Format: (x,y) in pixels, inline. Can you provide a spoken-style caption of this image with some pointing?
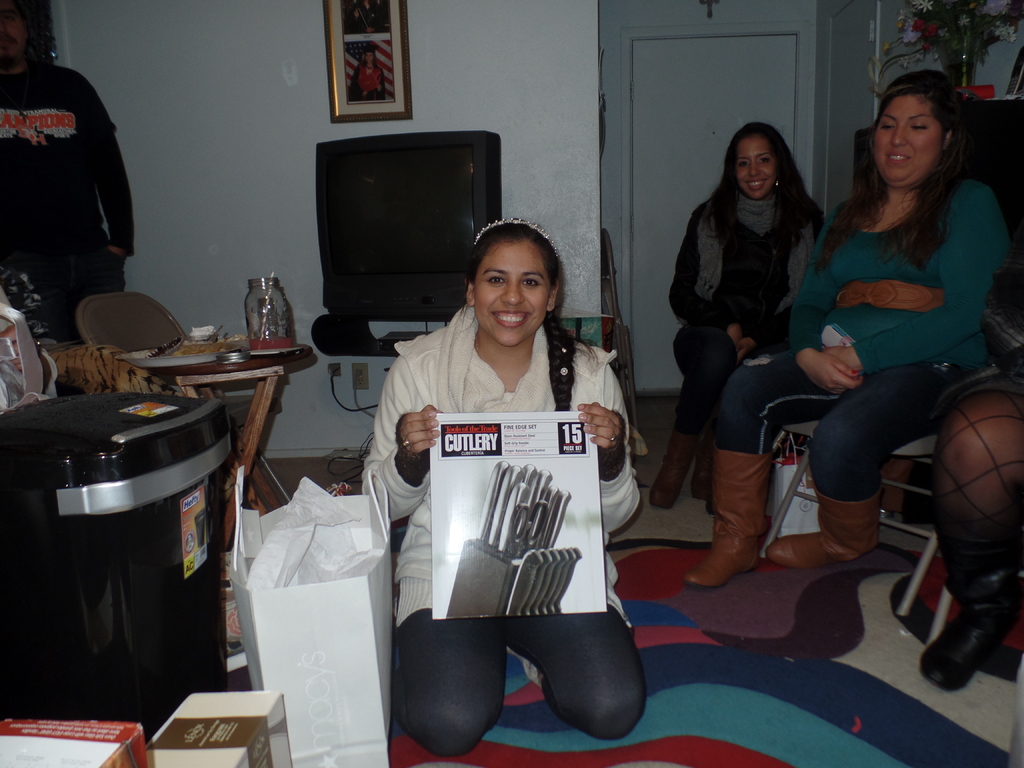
In this image I can see a person (405,379) sitting and holding a cardboard box (454,486) which is in white color. Background (853,490) I can see few other persons (838,490) sitting on the chairs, a television (414,187) and the frame (365,110) attached to the wall (509,95).
